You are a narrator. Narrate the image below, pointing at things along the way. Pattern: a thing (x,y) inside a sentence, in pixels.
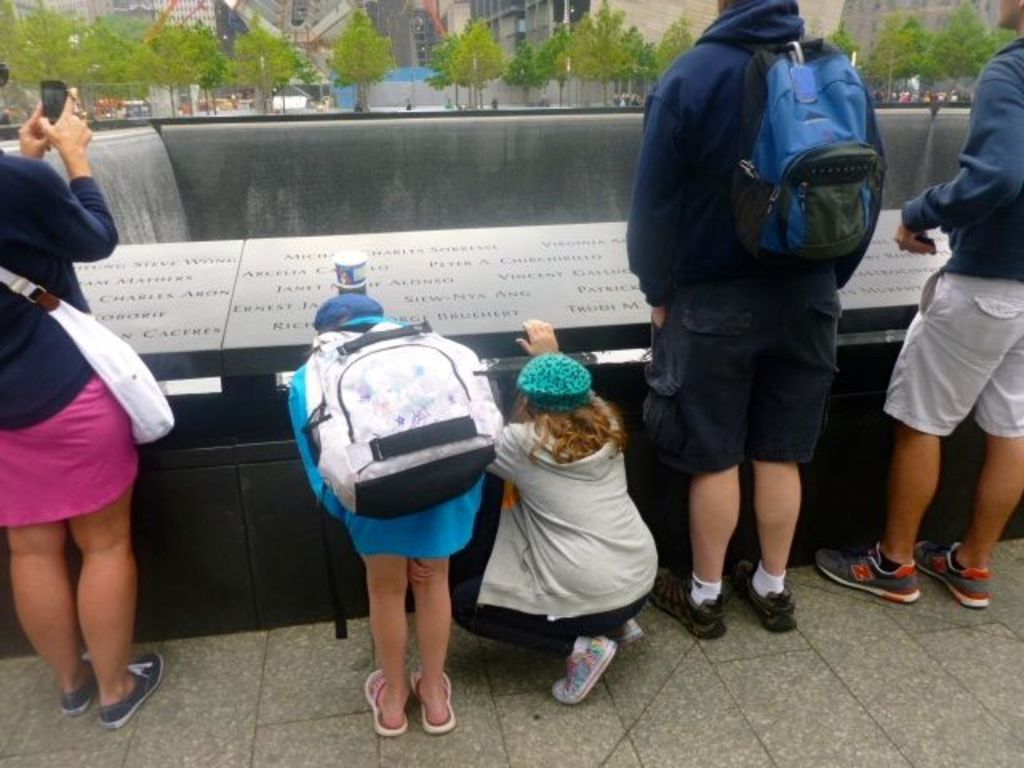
In this image we can see some people (446,541) standing on the ground (621,672). One woman (33,202) is holding an object (55,103) in her hand (35,146). In the background (561,297), we can see a board (595,254) with some text (595,254), a group of trees (598,33) and buildings (506,35).
